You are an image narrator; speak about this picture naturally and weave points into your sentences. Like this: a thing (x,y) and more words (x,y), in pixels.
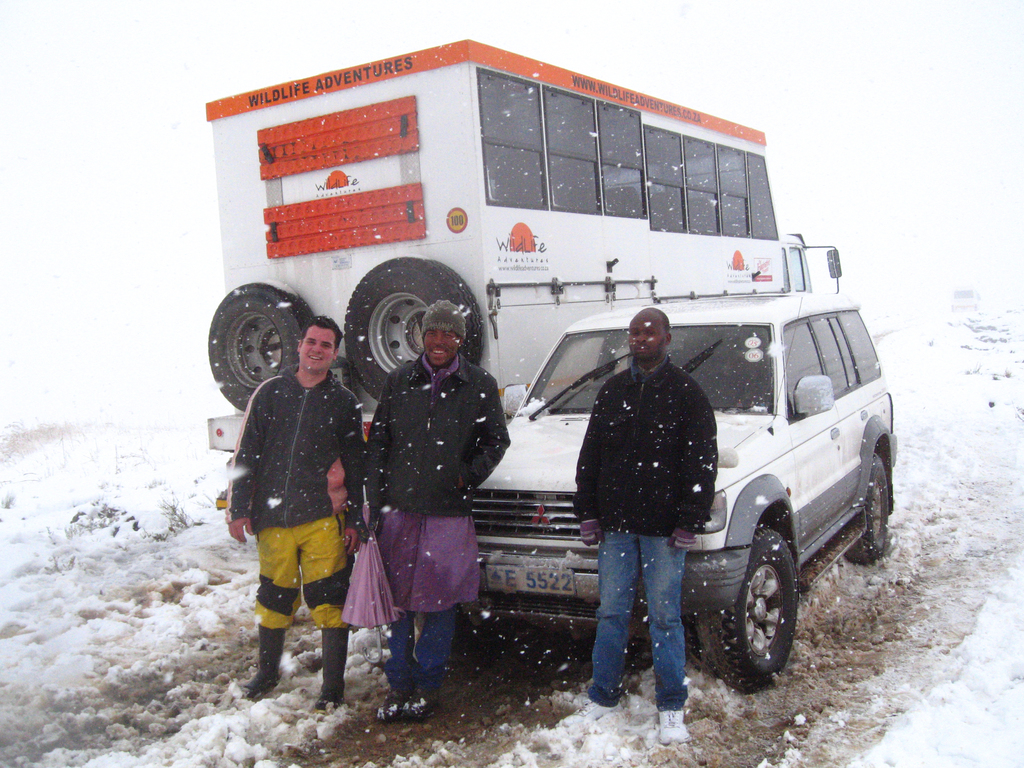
In this image in the center (456,499) there are three persons (398,514) who are standing and there is one vehicle (502,551), and a truck (606,221). At the bottom (104,639) there is snow (93,656).
